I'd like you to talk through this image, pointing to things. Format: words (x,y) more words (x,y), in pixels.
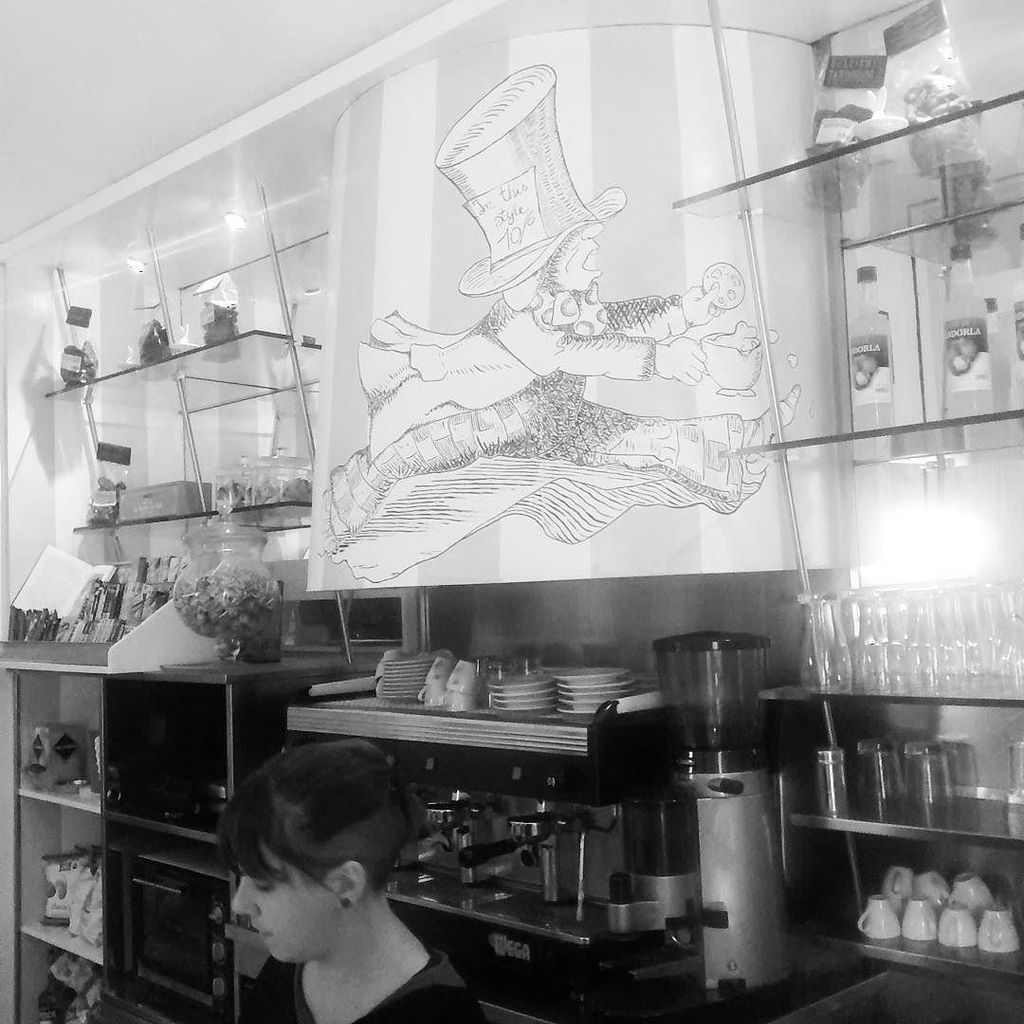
In this picture there is a woman (289,854) who is wearing black t-shirt (291,1002) and she is standing near to the shelves (853,930). On the shelves (60,726) I can see the cups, plates (585,699), saucers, glasses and other objects (173,709). At the top (734,194) I can see the design (525,230) on this exhaust duct (610,268).
